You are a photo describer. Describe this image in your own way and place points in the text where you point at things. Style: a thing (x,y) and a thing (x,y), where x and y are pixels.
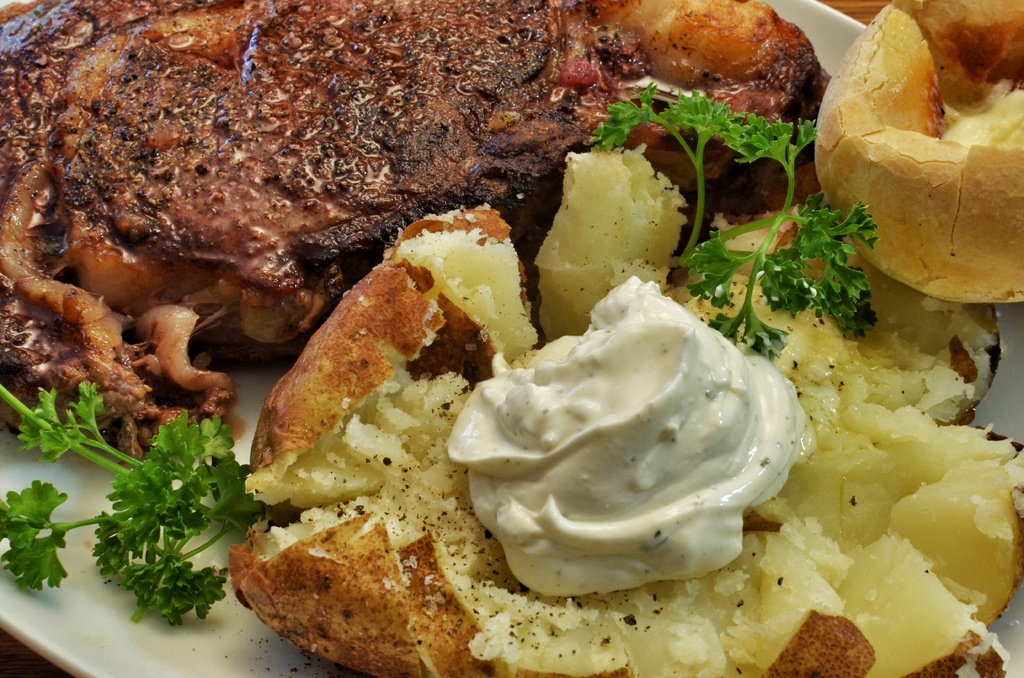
It is a zoomed in picture of food items (731,223) present in the plate (174,636).
